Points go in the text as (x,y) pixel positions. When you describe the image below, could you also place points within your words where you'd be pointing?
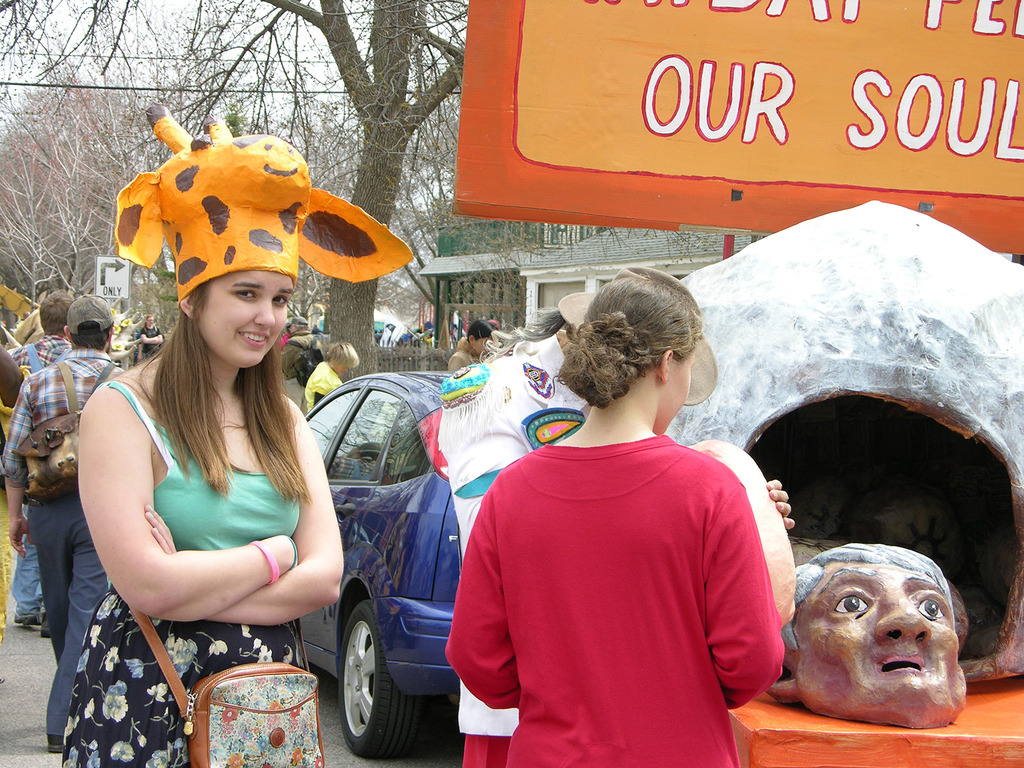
In this image on the road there are many people (242,552). Here a girl (276,599) wearing a cap (244,198) which is a shape of animal head (227,203). Here there is a project model (853,251). This is a board (825,137). In the background (695,234) there are trees (423,258), buildings (452,258), sign board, fence (396,356). Here there is a blue car (397,546).
